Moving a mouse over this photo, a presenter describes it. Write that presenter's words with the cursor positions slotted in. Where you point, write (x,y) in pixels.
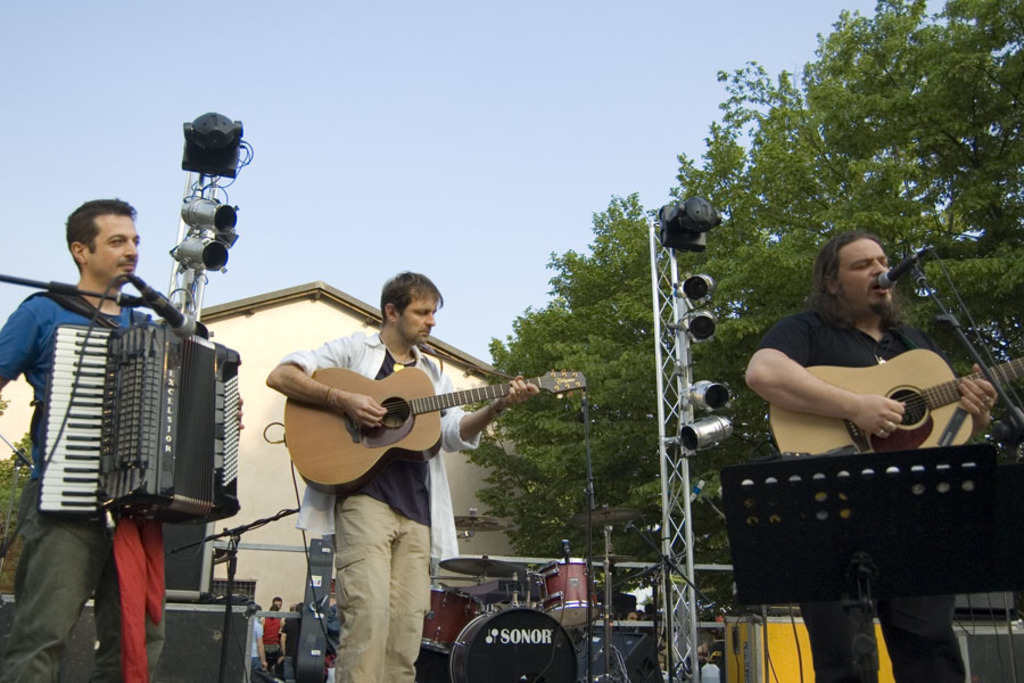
Here we see three people (886,313) standing and two are playing guitar (863,368) and one person (31,481) is playing an accordion (235,392) and we see a tree (540,398) and a house (361,307) back of them.
